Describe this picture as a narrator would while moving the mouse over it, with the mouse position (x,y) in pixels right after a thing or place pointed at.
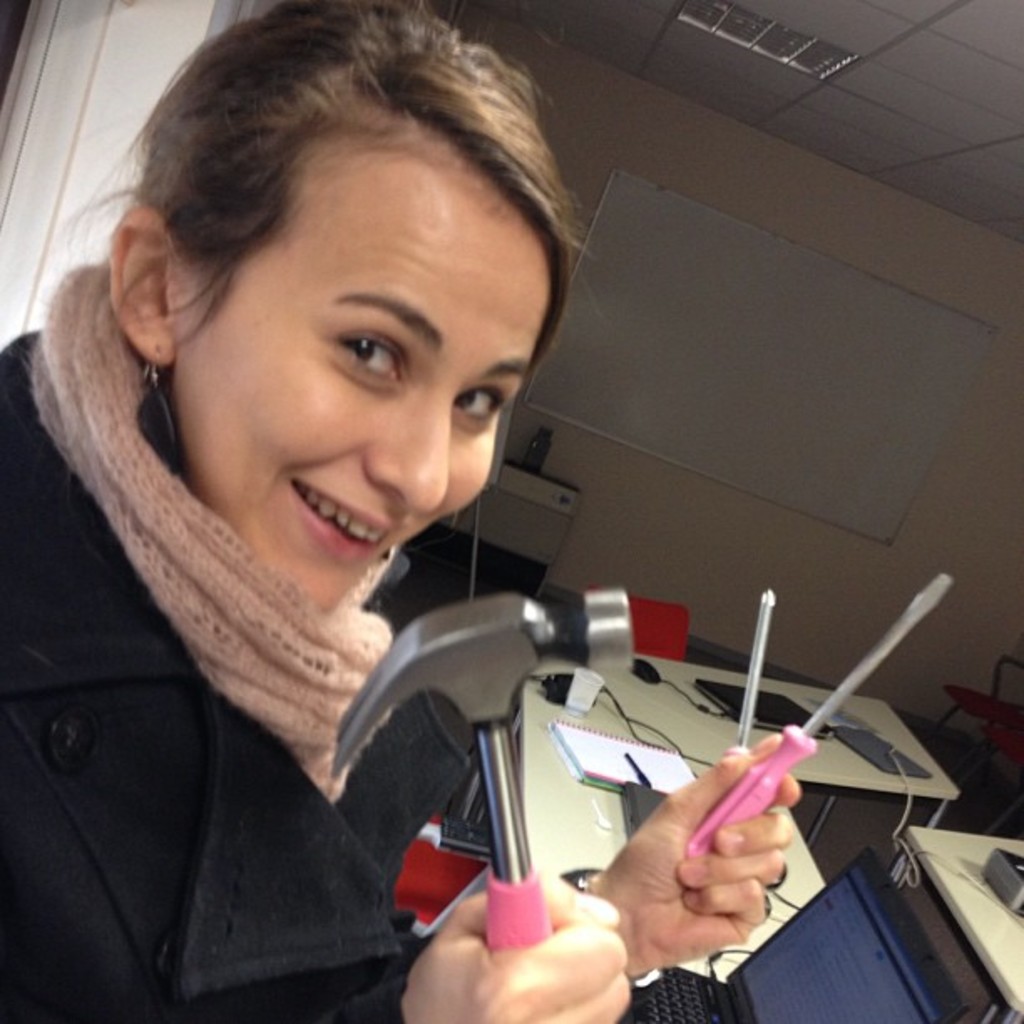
In this picture I can see a woman (419,272) smiling and holding a hammer (508,725) and screw drivers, there are laptops (717,691), books (641,749), cables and some other objects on the tables (622,676), there are chairs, and in the background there is a board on the wall (672,155).
